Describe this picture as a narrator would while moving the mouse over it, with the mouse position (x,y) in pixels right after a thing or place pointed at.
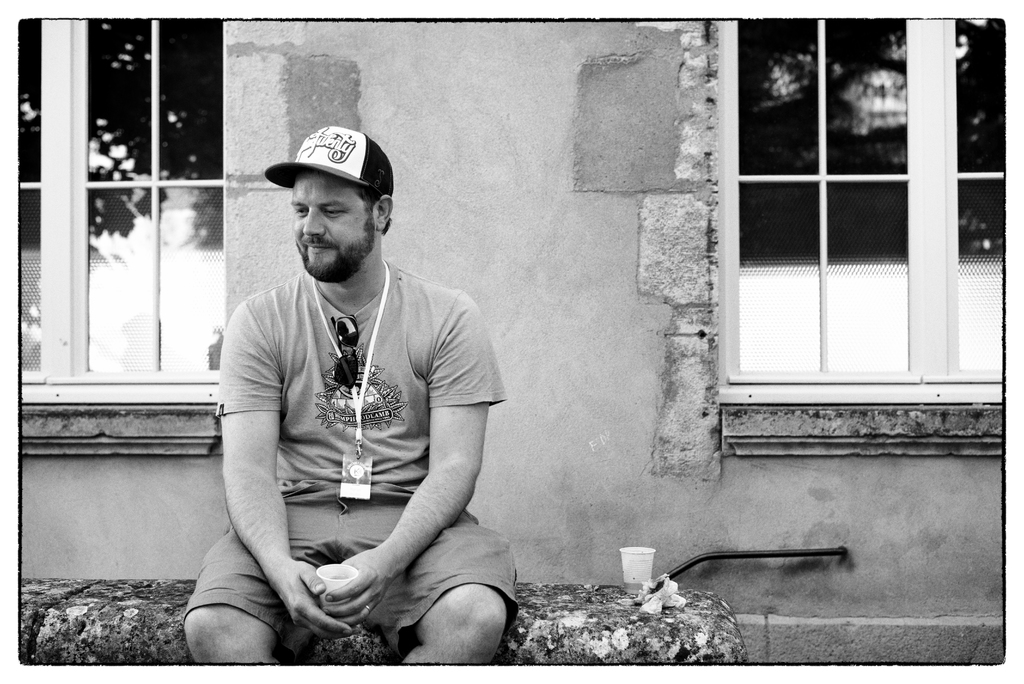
In this picture we can see a man (351,476) is sitting and holding a cup (332,581), in the background (503,168) there is a wall (545,242), we can see glass windows (799,165) on the right side (859,185) and left side (103,255), this man (356,211) wore a cap (347,171).
